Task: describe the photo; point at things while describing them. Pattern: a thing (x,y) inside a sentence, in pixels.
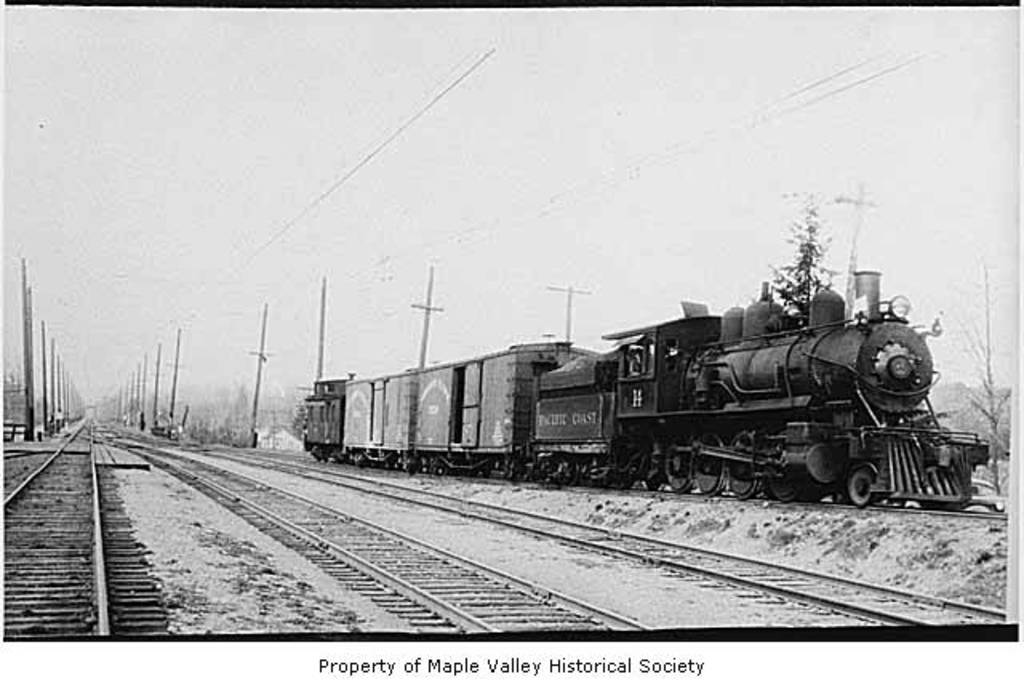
In this picture we can see a train (372,463) on a railway track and in the background (279,380) we can see poles (259,377), sky (279,380).
